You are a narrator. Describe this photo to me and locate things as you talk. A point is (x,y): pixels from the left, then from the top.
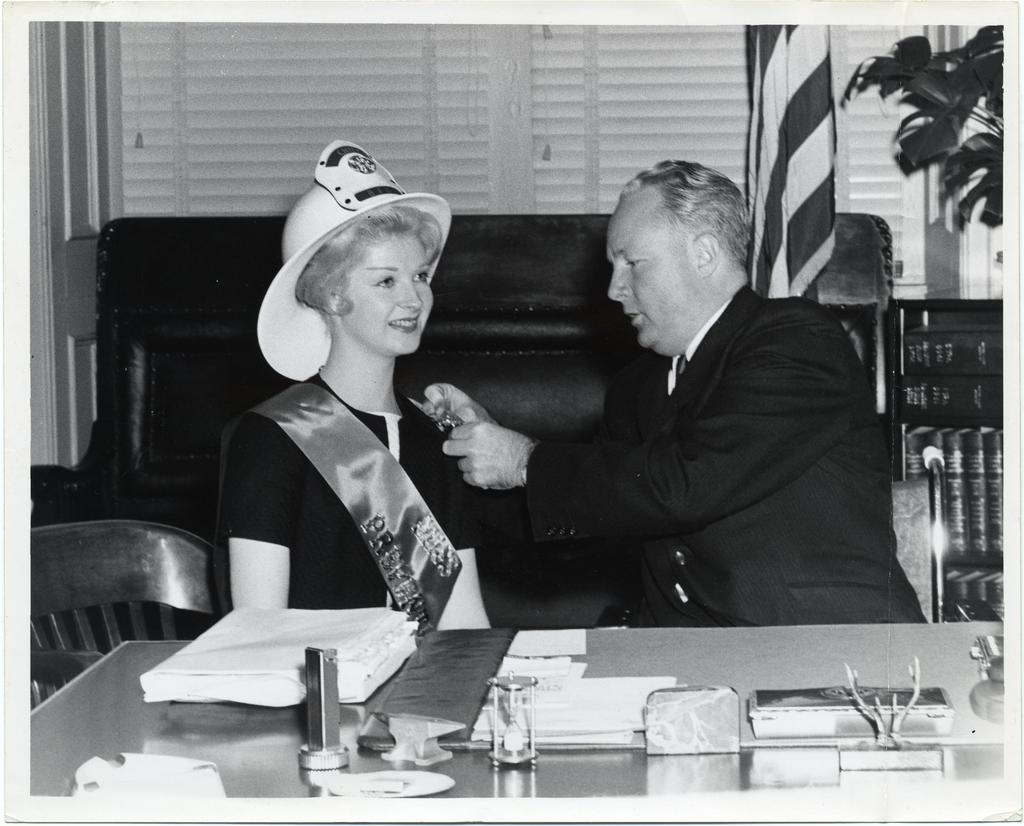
This is a black and white picture. Here we can see a man (626,282) and a woman (377,330) sitting on a sofa (515,408) in front of a table (578,778) and on the table (574,791) we can see a minute sand timer (533,756). These are chairs (92,597). This is a flag (827,151). Here we can see a plant (970,172). This man (714,288) is putting a badge (454,424) to a woman (336,445). She wore a cap (318,333).
